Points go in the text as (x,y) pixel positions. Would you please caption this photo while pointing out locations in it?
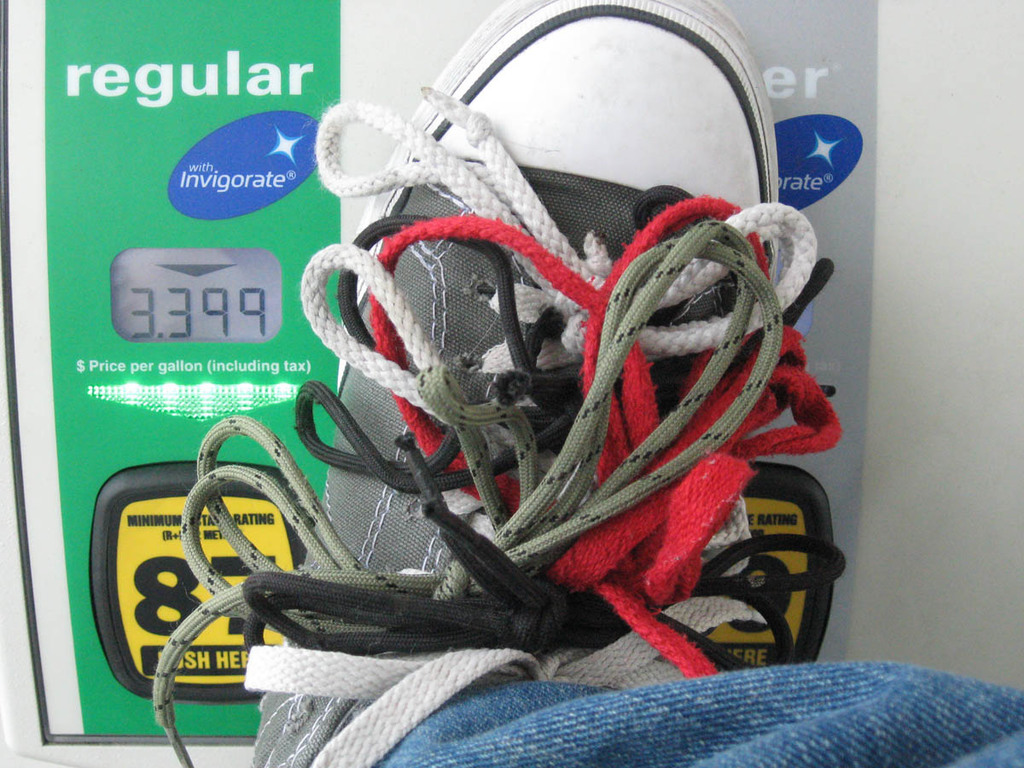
In this picture we can see a shoe (549,212) and few shoelaces (561,380).
